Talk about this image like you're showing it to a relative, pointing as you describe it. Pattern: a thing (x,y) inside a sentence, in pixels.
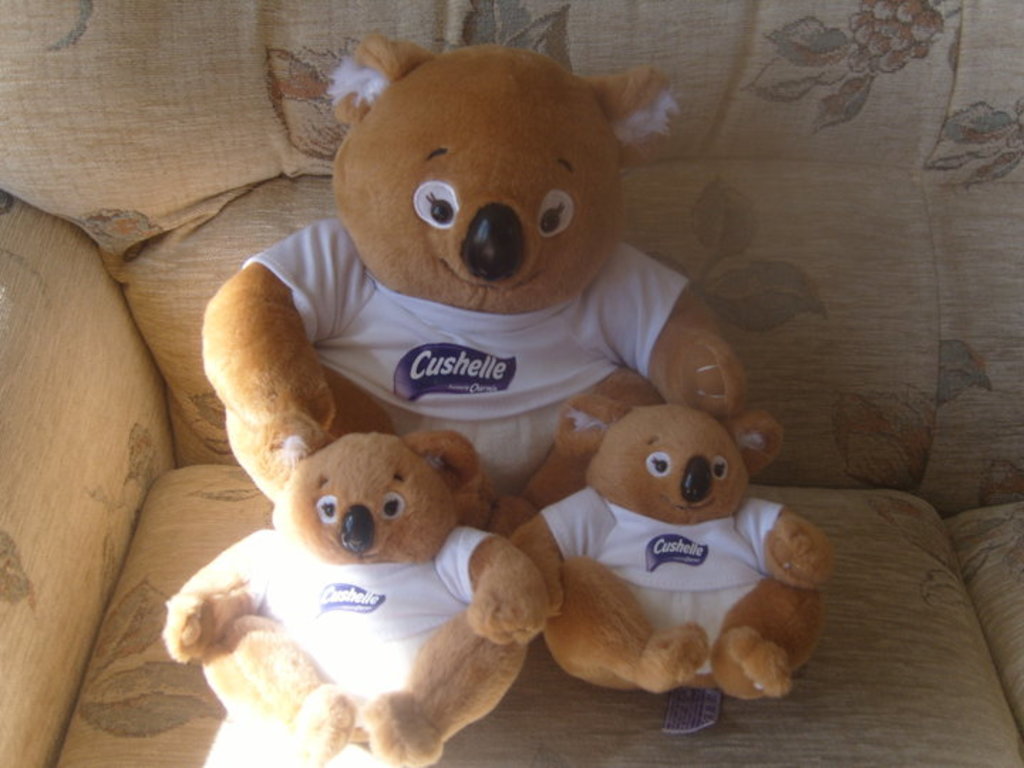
In this image, we can see some teddy bears (561,482) on the sofa (926,408).
